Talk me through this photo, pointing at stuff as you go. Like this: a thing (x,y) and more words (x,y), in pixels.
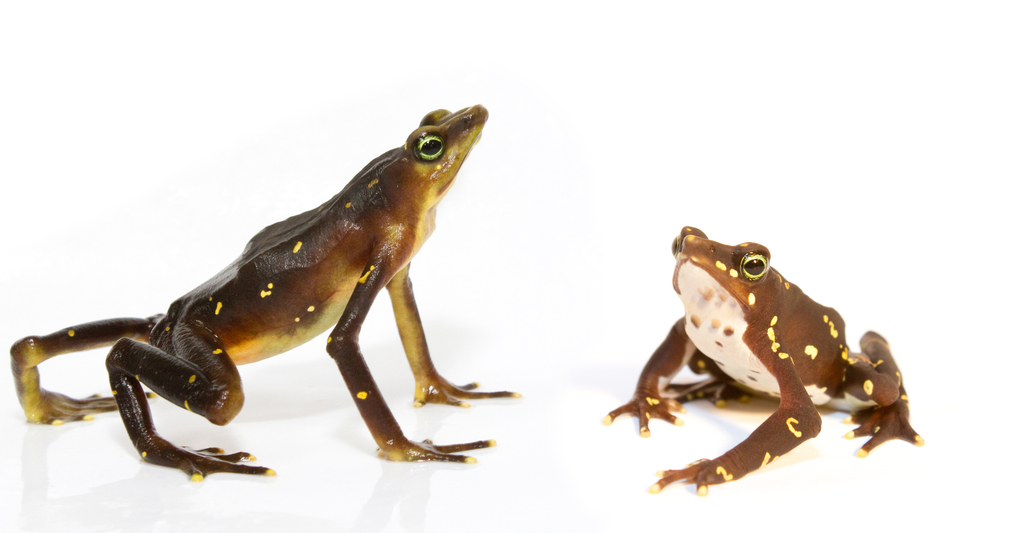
In this image I can see two frogs (299,267) which are brown in color on the white colored surface (574,423) and I can see the white colored background (585,74).
